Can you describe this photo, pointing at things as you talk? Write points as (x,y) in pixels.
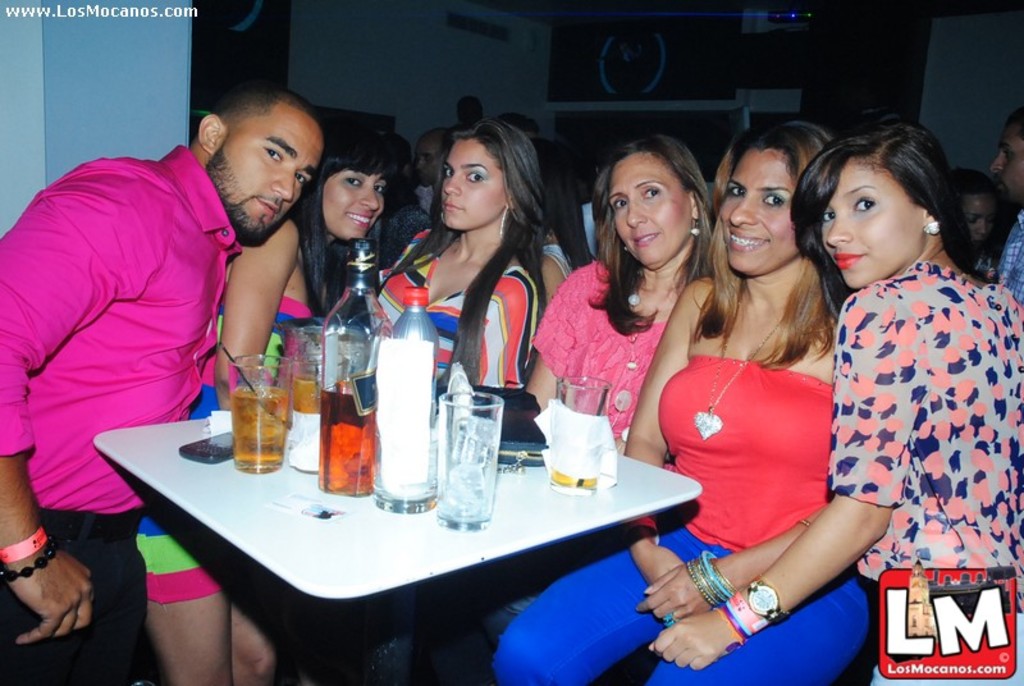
In this image we can see this people (573,314) are sitting near the table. There are glasses (241,446) with drink (280,436), bottles (366,475), mobile phone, bag (507,464) and tissues (402,437) on the table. This people (119,250) are standing.
